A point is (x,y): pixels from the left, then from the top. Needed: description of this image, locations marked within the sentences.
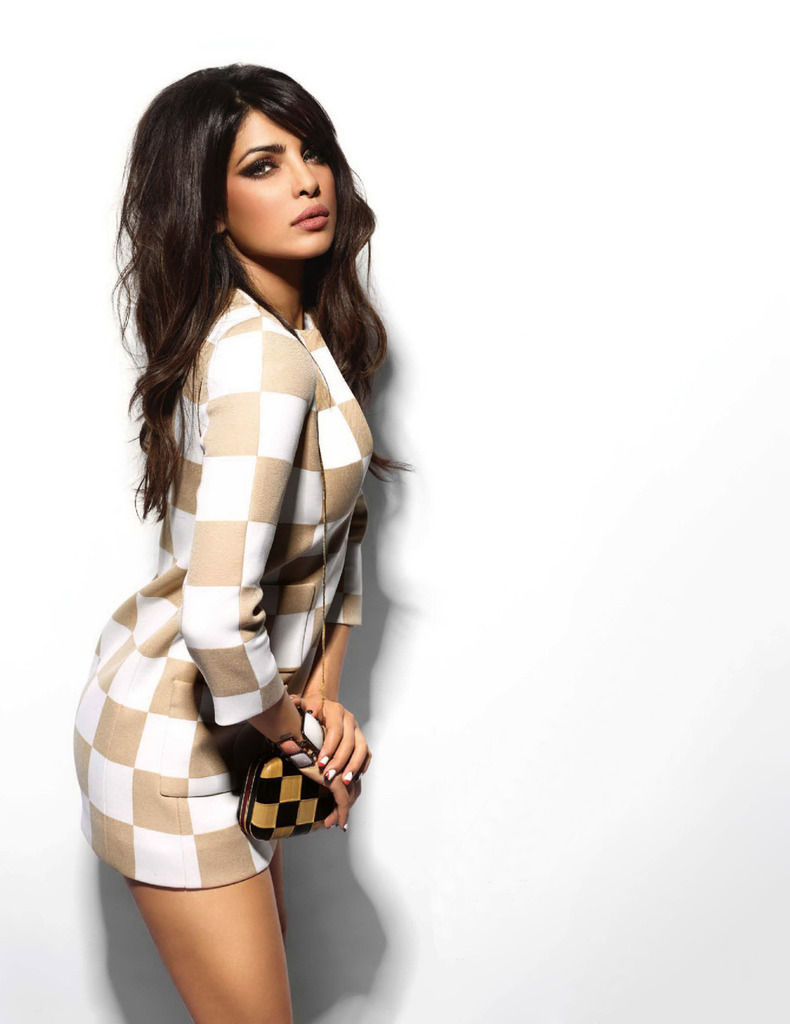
In this image I can see the person (175,545) standing and wearing the white and brown color dress (128,676). The person (168,441) is standing to the side of the white wall (446,456). And I can see the person (199,837) is holding the wallet (263,823) which is in black and brown color.
